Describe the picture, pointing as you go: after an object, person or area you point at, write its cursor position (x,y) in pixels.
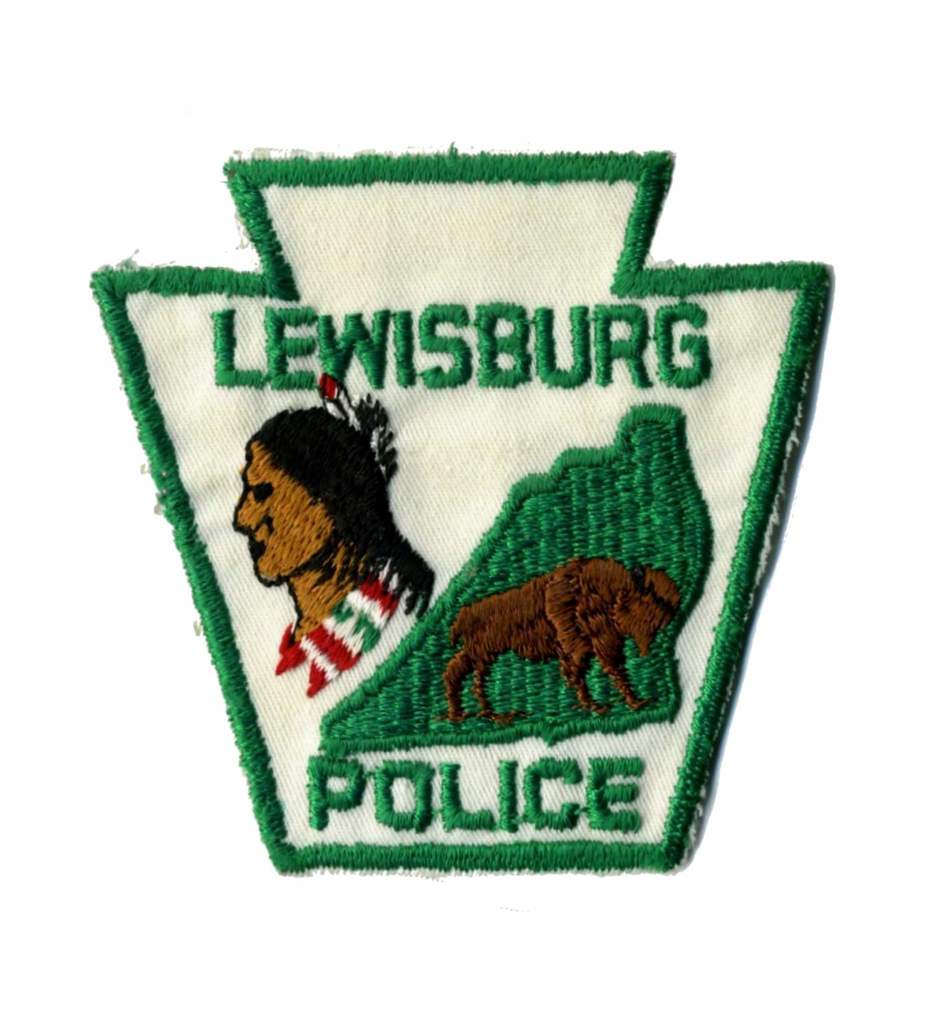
In the image there is a logo (393,495) with images (479,601) and text (600,819) on it. And it is embroidery work (370,415) on the cloth (347,670).
